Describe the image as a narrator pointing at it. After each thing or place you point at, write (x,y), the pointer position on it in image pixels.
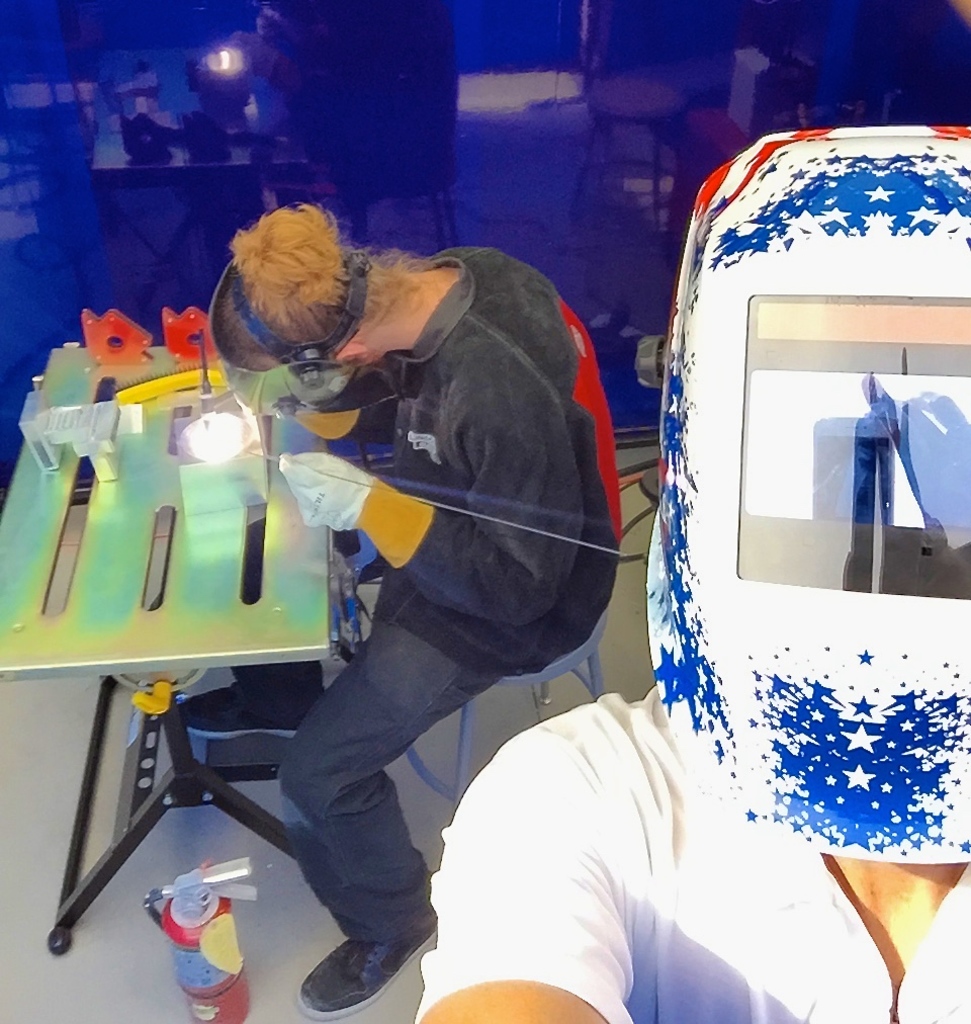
On the right side (868,789), there is a person (868,789) in white color shirt (764,871), wearing a mask (796,451). On the left side (322,468), there is a person (394,451) sitting and working. Beside him, there is a table (255,634), on which there are some objects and there is a tin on the floor (297,907).
